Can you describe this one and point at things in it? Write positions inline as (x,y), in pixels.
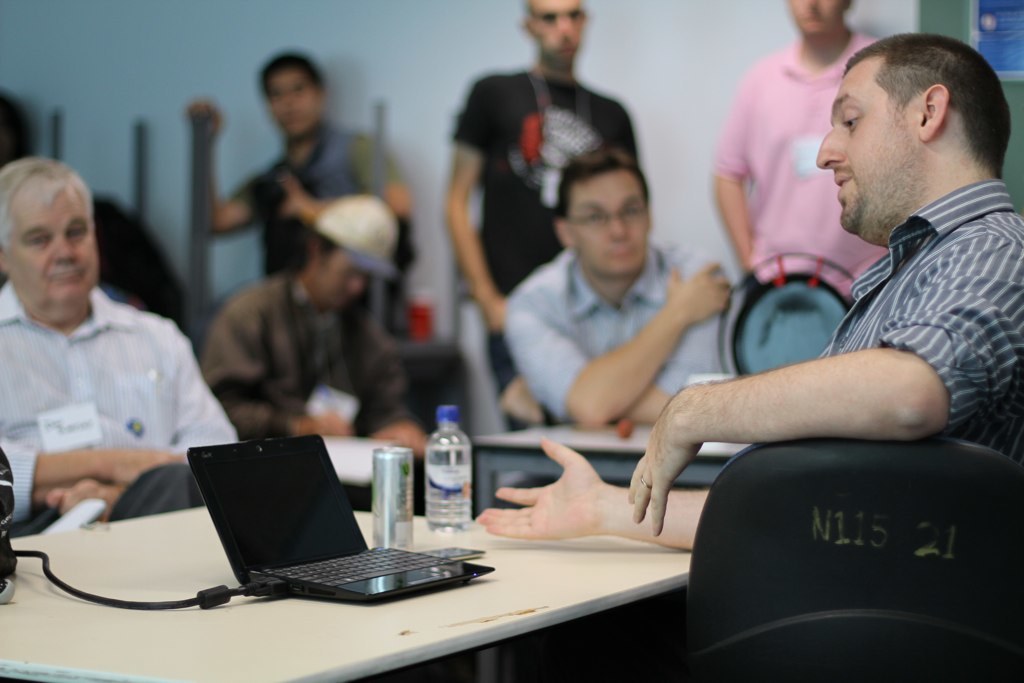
In the foreground of the picture (425,571) there is a table (267,597), on the table (424,535) there are bottle (447,485), tin (383,505), laptop (266,577) and cable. On right (967,271) there is a person (925,359) sitting. The background (218,360) is blurred. In the background (395,313) there are people (284,362), table (571,430) and chairs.
